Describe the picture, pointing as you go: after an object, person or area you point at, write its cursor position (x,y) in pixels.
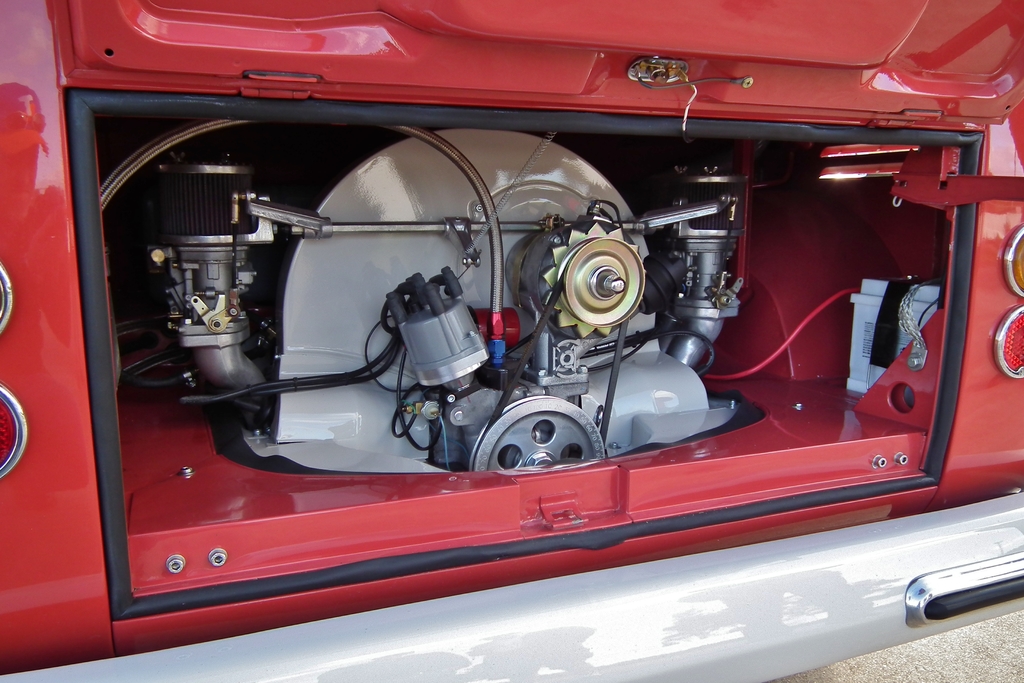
This is a back view of a vehicle (667,198) and here we can see lights (19,428) and there is an engine (637,220). At the bottom (950,659), there is a road (962,657).
